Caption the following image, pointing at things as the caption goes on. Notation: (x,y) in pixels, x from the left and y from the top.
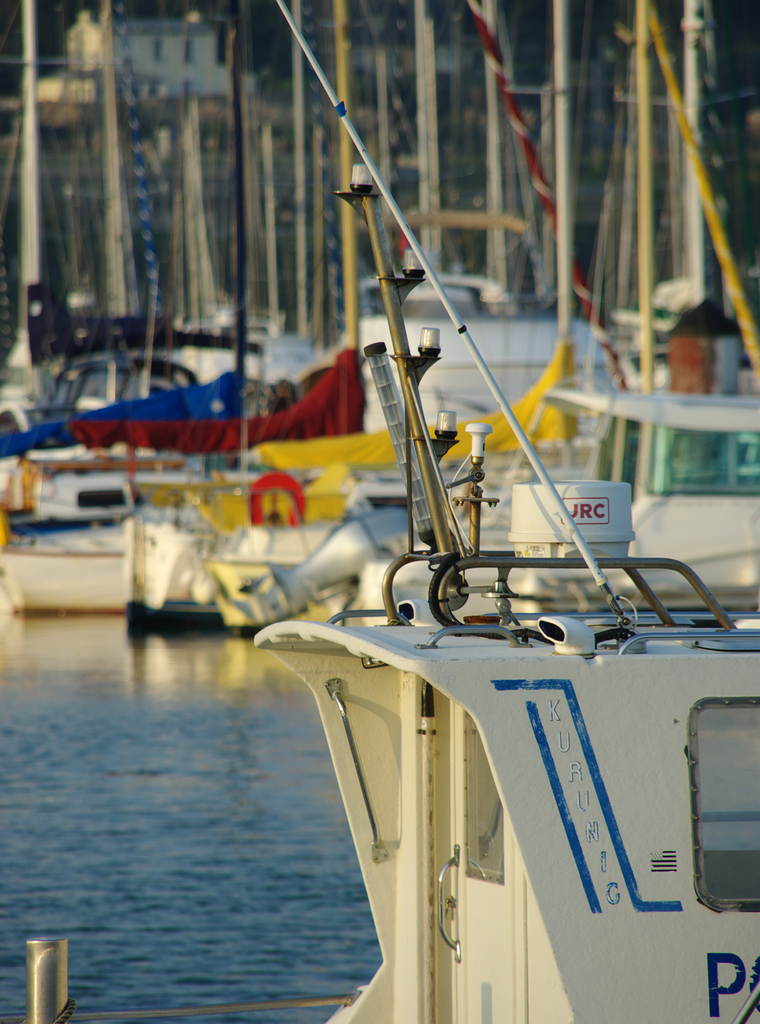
This image is taken outdoors. On the left side of the image (164,774) there is a river (197,863) with water (175,726). On the right side of the image (551,760) there are many boats (501,709) on the river (263,861) and there are many poles (553,145) and iron bars (480,632).
